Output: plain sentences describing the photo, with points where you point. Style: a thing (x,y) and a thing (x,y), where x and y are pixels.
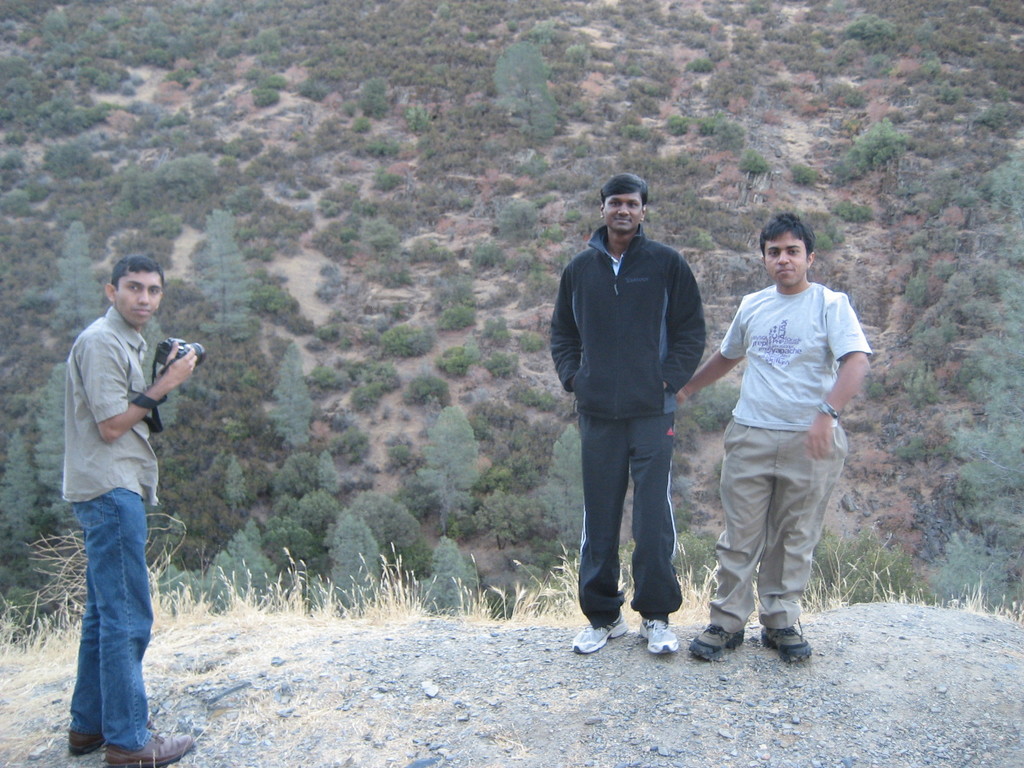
In the foreground of the picture (668,311) towards right (758,344) there are two men (689,379) standing. On the left (109,588) there is a man (121,375) holding camera (171,345). In the foreground (408,697) there are stones (457,666) and dry grass (492,610). In the background (325,176) there are shrubs (378,264) and trees (540,116) on the hill (755,207).
